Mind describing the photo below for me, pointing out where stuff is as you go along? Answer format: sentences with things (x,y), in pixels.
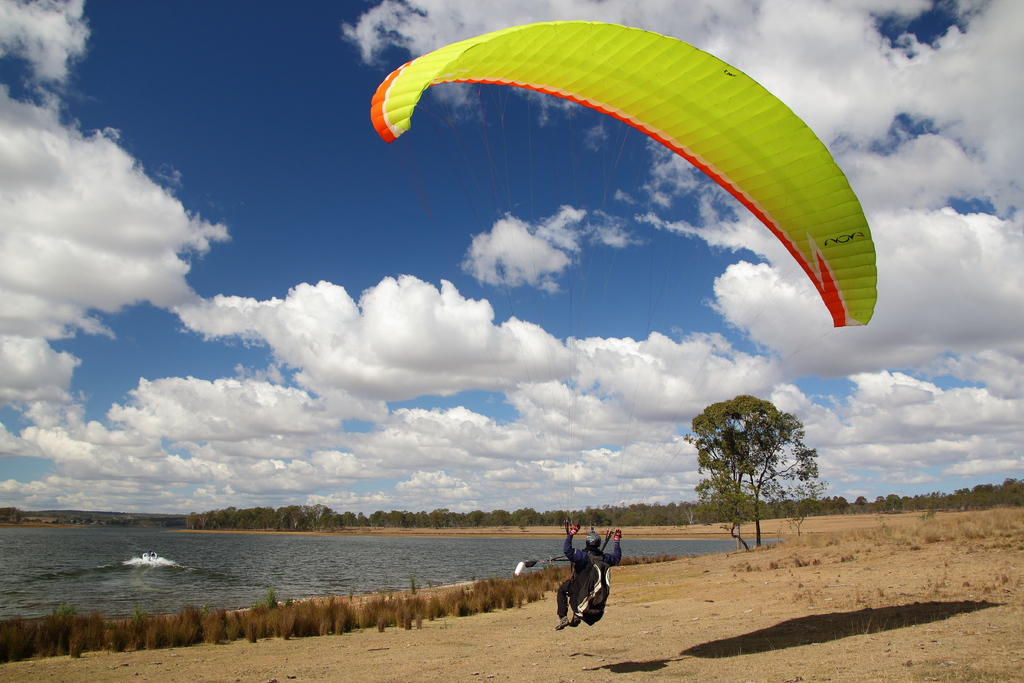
In this image we can see a person (609,581) Paragliding. And we can see the dried grass (811,540), surrounding trees (757,523) and the water (230,571). And we can see the sand (298,655). At the top (118,220) we can see the clouds (695,473) in the sky (293,263).
